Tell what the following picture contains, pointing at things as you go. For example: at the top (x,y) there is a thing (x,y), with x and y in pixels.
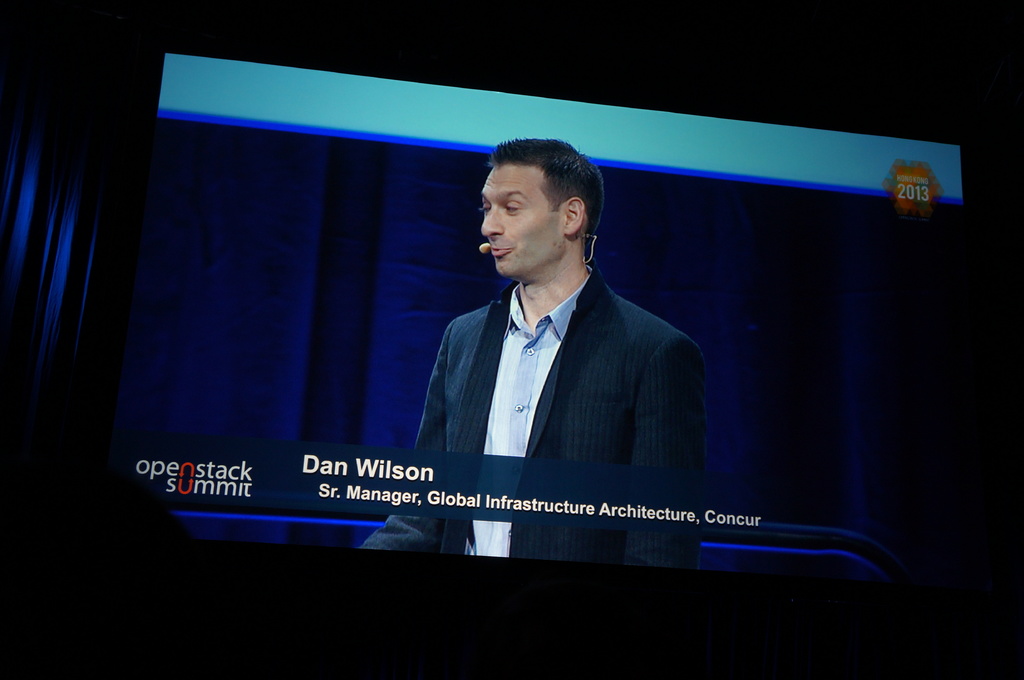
In the image there is a television (223,267). On the screen (181,299) there is a man (595,346) with a mic (482,250) and there is some text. And there is a dark background (52,268).
